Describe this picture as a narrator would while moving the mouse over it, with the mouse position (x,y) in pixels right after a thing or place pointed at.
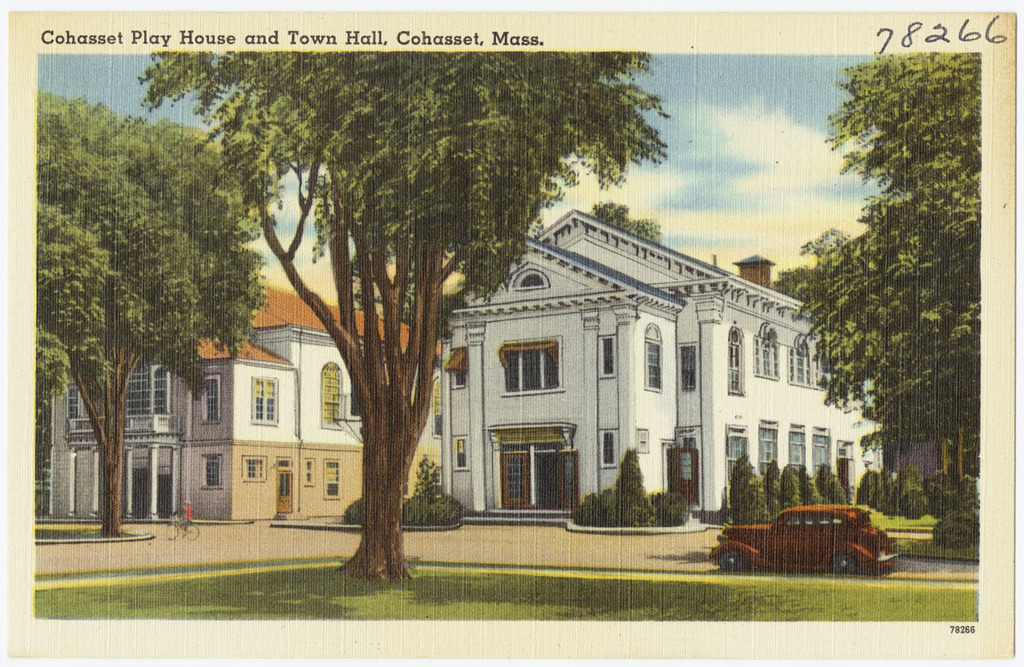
In this picture we can see the grass (453,590), car (751,549) on the ground (606,537) and a person (188,512) on a bicycle (178,533), trees (92,329), some text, buildings (747,393) with windows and in the background (799,93) we can see the sky (829,183).
